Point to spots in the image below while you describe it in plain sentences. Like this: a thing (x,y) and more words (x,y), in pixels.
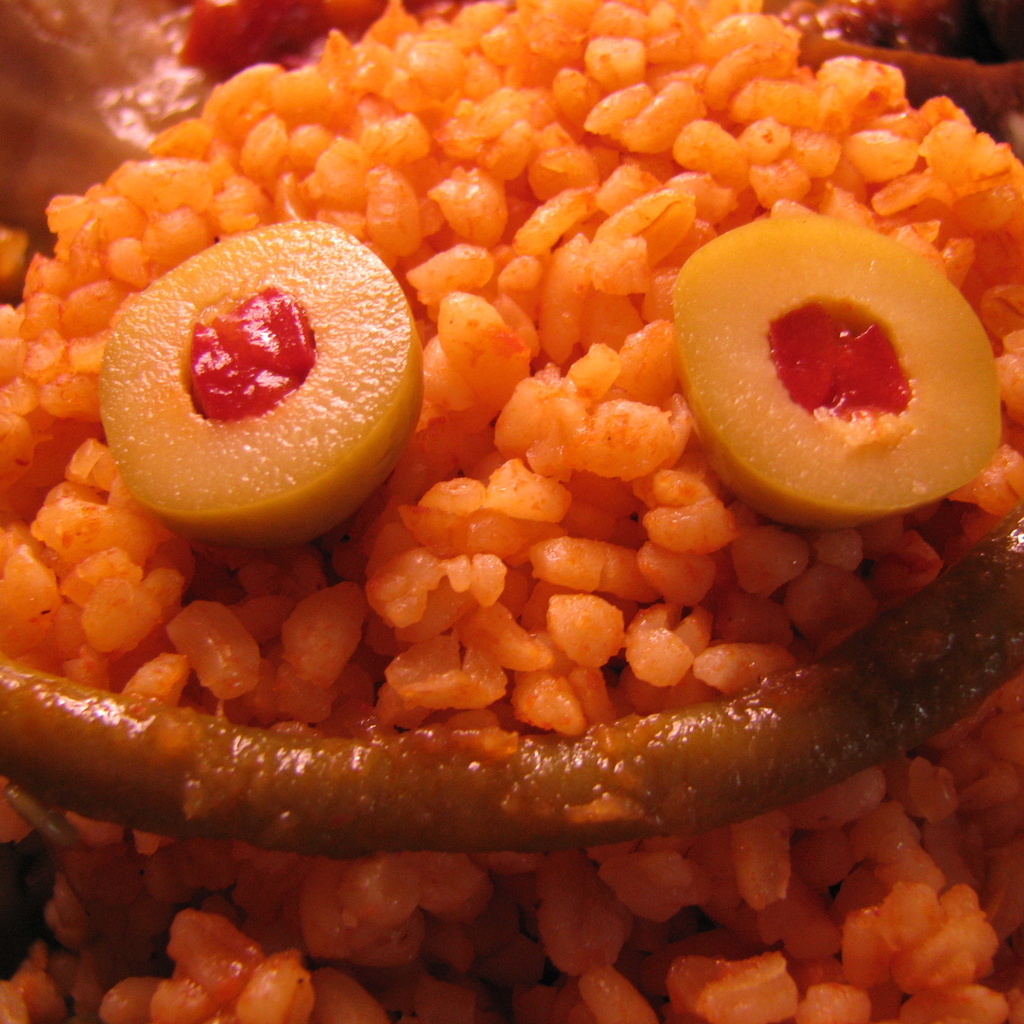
In this image, we can see some food (553,501).
